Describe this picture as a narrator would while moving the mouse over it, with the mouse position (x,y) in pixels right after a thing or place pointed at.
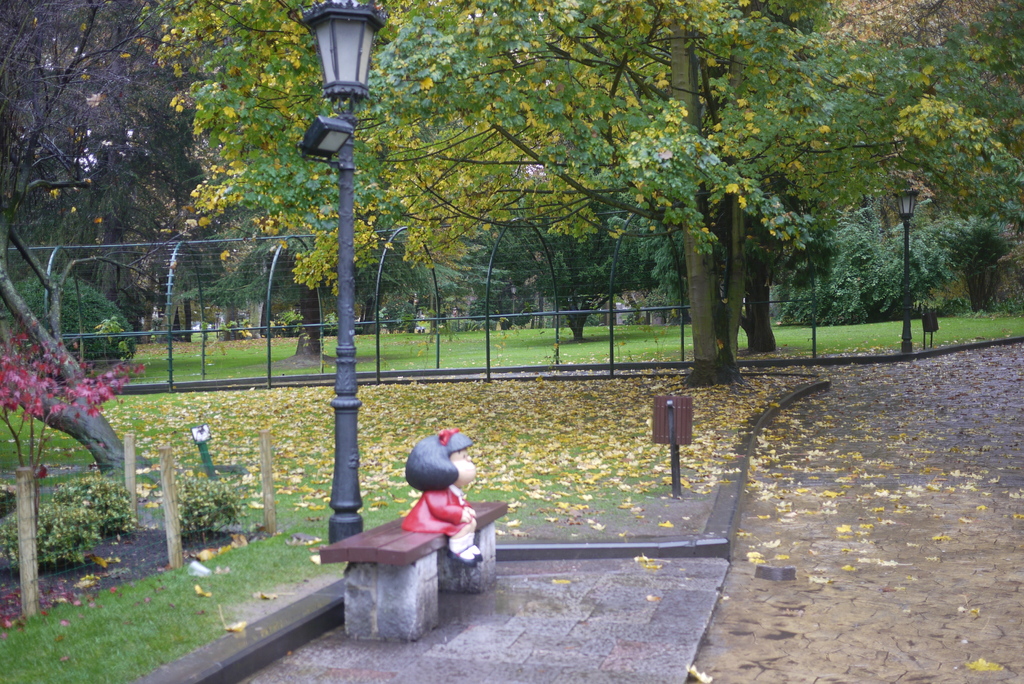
In the center of the image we can see a statue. In the background of the image (249,30) we can see the trees (563,184), grass (362,368), dry leaves (547,399), plants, mesh (376,364), fence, board (666,425), poles (675,458), lights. At the bottom of the image (784,594) we can see the road (581,560).
